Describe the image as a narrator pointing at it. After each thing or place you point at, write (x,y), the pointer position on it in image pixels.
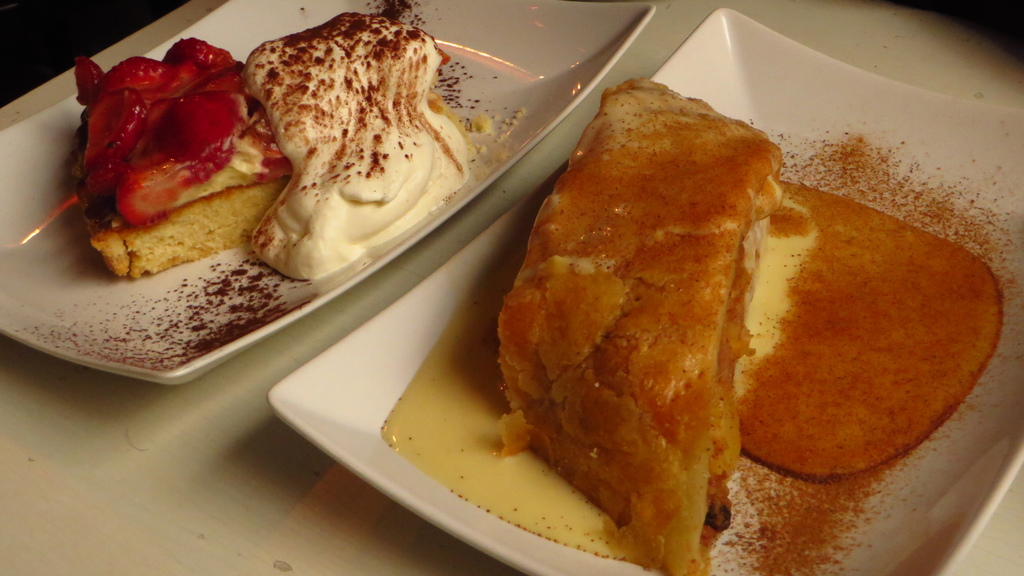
This image consists of food (604,345) which is on the plates (353,435).
